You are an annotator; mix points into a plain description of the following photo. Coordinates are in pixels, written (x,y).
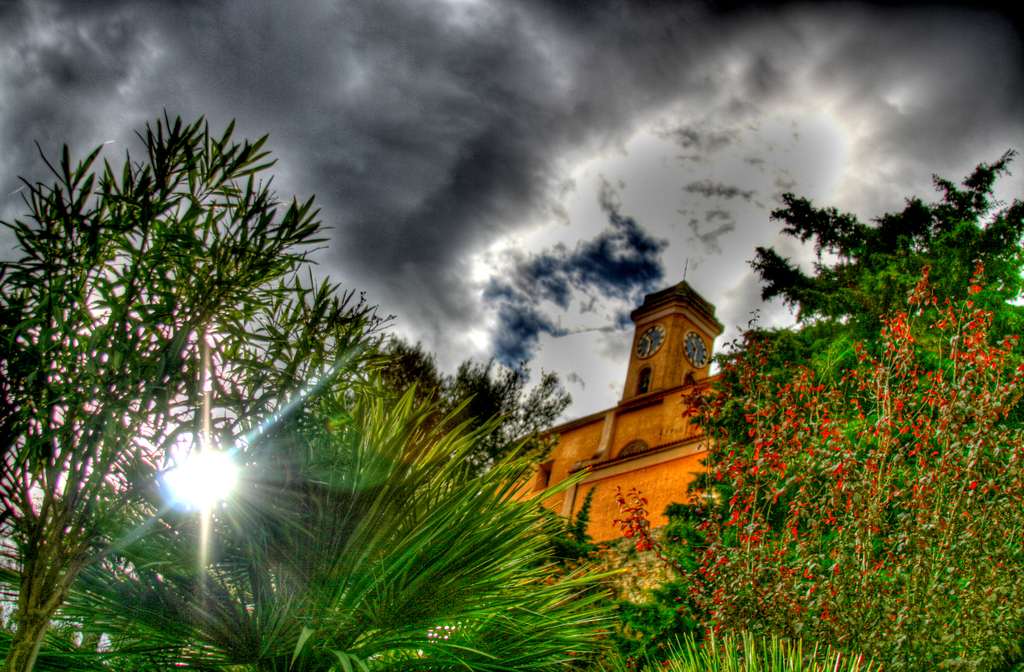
In This image at the bottom (632,607) there are some trees (797,505), and in the center (656,404) there is one building (663,429). At the top of the image (459,124) there is sky (459,124).
